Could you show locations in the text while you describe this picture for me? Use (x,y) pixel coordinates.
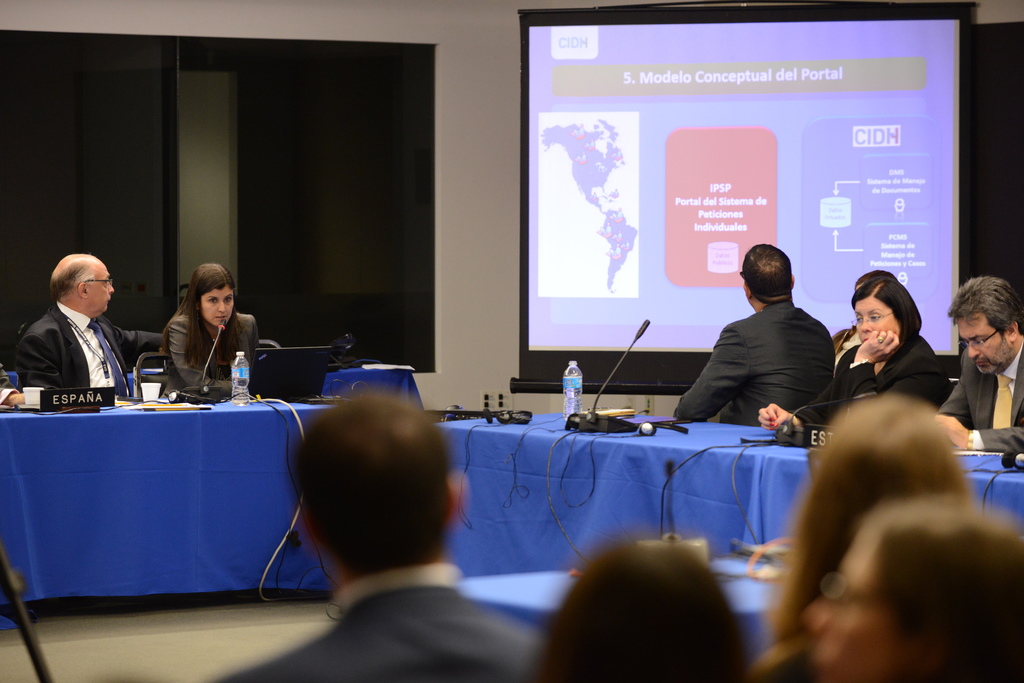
In this image there are group of people (142,352) who are sitting, in front of them there is table (41,490). On the table (56,421) there are mikes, bottles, wires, name boards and some papers (618,409). And on the right side (707,255) there is a screen (576,197), and on the screen (722,187) there is a map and text (718,75). At the bottom (146,652) there is floor (79,614).
